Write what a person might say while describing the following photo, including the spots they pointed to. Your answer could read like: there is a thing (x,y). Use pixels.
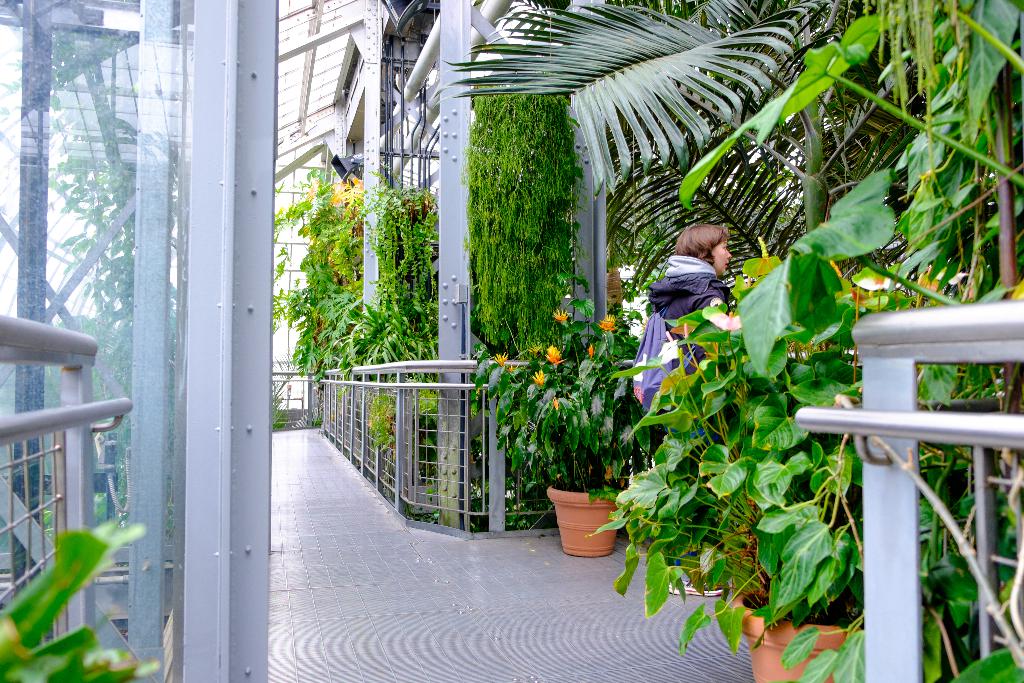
In this image we can see an iron grill (490,417), plants (385,251), trees (720,102), house plant (552,376), creepers (549,155), floor (584,597) and a woman (694,234) standing near the iron grill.
